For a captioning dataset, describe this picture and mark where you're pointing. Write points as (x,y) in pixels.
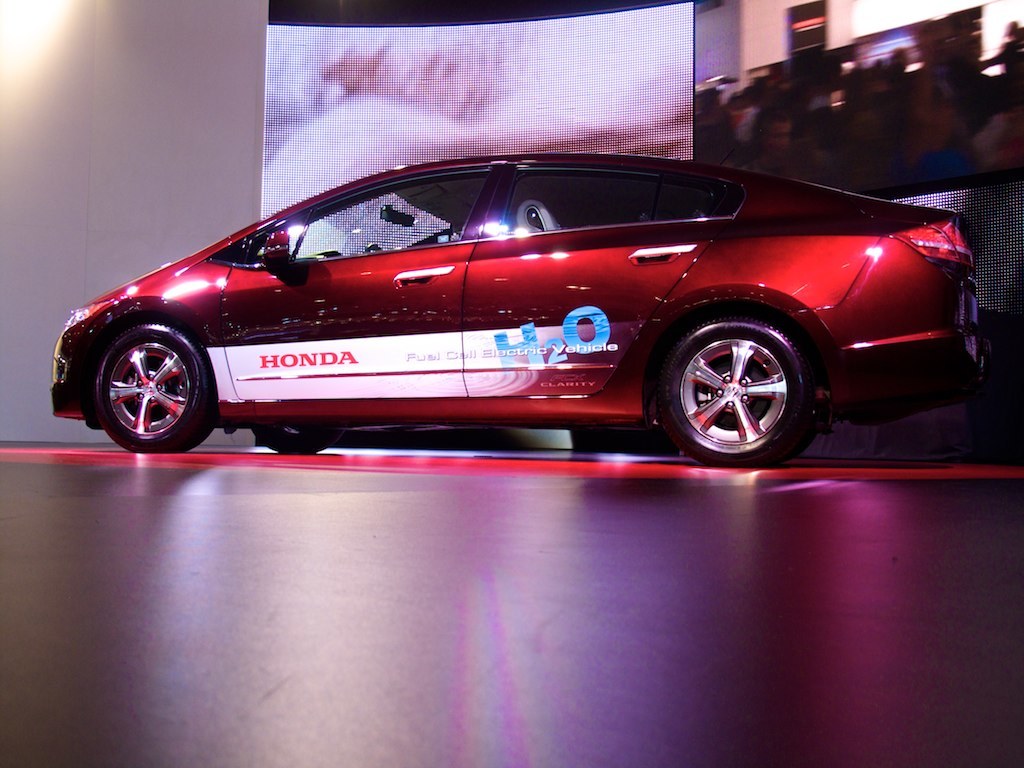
In this picture I can see a red car (743,386), and in the background (716,115) there are screens (961,187).
